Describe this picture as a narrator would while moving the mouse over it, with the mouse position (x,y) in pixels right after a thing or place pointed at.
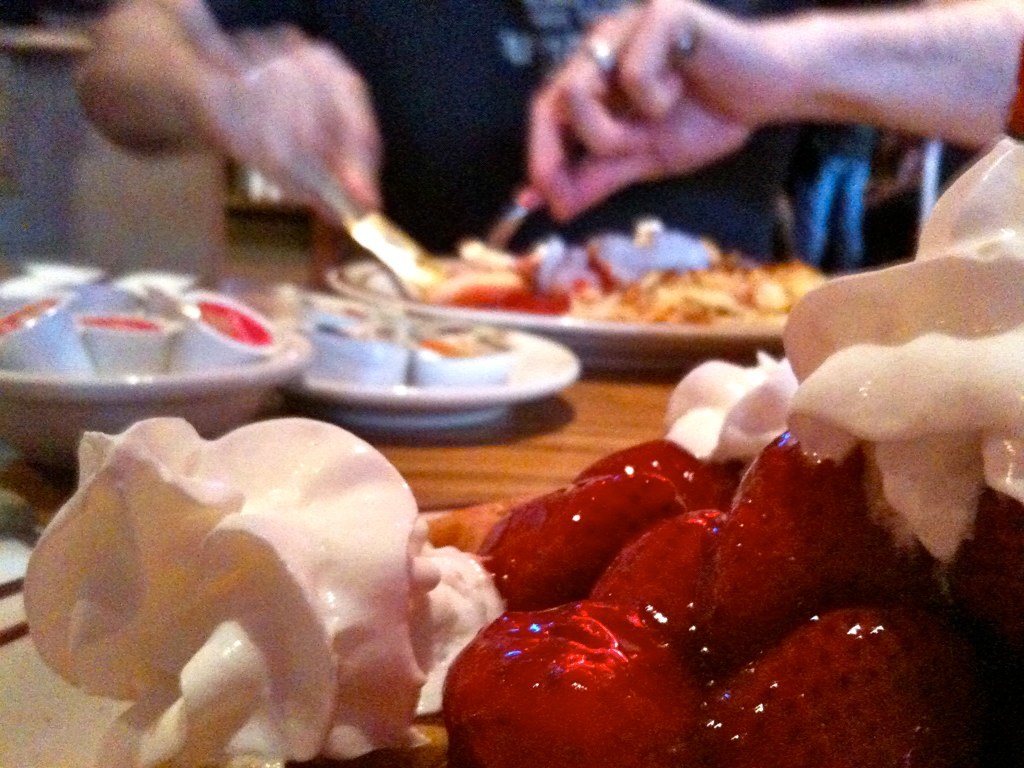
In this picture there is a table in the center of the image (603,401), which contains strawberries (635,496) and other food items (392,533), there is a man (489,161) who is eating at the top side of the image (609,156).
